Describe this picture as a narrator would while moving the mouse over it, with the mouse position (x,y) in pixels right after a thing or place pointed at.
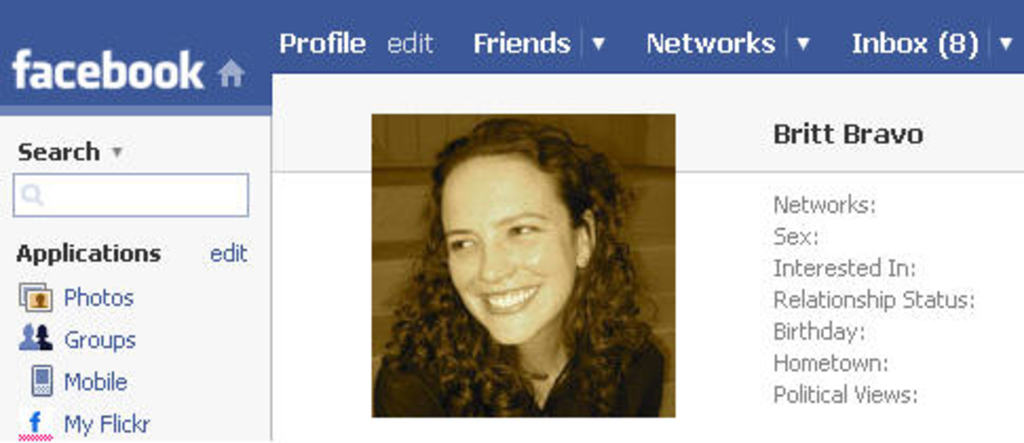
On the right side (775,254) there is a bio data (780,286) of a person (551,271). There is a photo (536,266) of a person (535,243). Above that there is profile (337,46), network (728,46) and inbox icons (891,54). On the left side (53,259) there is an application icon (68,250). Below that there are photos (80,291), groups (89,341), mobile (82,382) and my Flickr icon (97,424). Also there is a search icon (53,154). Below that there is a box (53,195).
